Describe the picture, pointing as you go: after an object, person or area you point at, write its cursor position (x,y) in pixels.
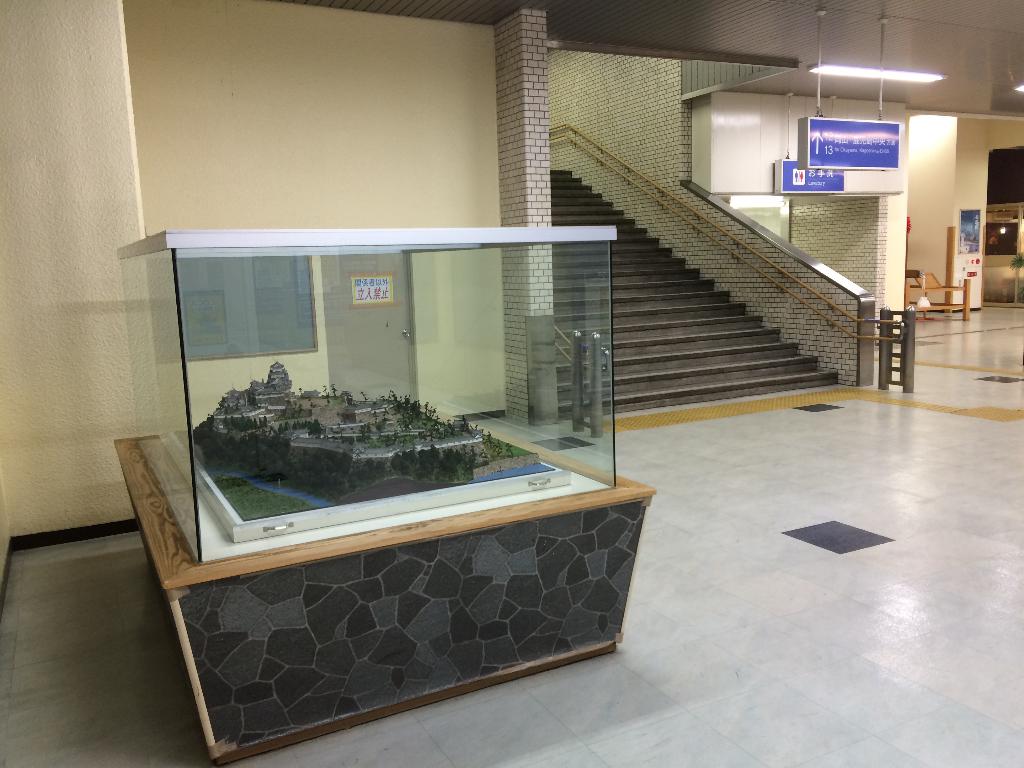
In this image I can see a table (154,521) and on it I can see a glass box (363,370). I can also see a miniature set (305,450) in the box (349,257). In the background (339,271) I can see a door (349,327), number of boards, stairs (681,283), railings (701,231), two lights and on these boards (833,133) I can see something is written. On the right side of this image (1009,241) I can see a plant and few other things (920,287).
